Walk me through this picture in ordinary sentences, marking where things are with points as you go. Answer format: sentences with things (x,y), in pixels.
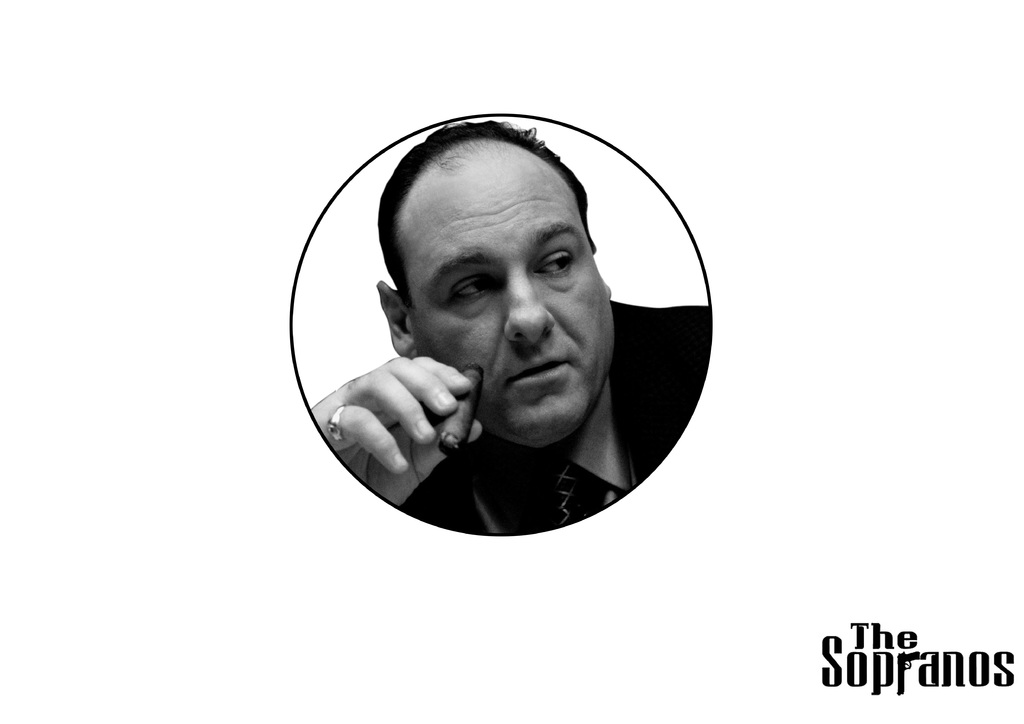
This is a black and white picture. I can see a man (445,316) holding a cigar (475,386), and there is a watermark (1009,657) on the image.
